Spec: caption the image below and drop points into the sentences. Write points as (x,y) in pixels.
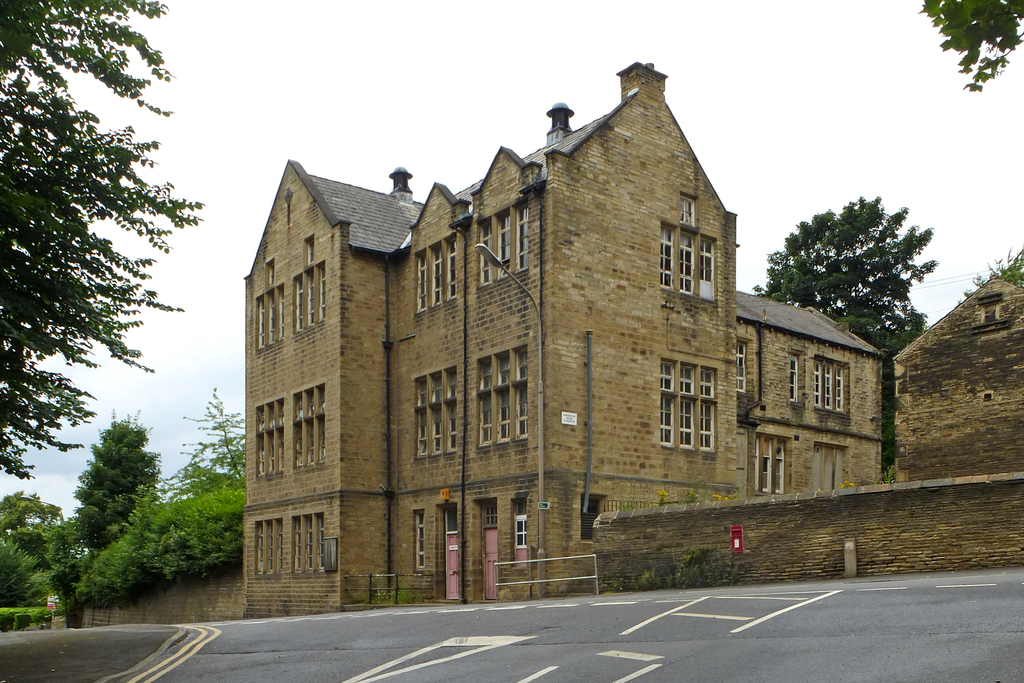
In this picture I can see there is a road (585,647), there is a building (707,427) on right side (805,456) and there are trees (188,525) at the left (167,532) and right side. The sky (345,52) is cloudy.
